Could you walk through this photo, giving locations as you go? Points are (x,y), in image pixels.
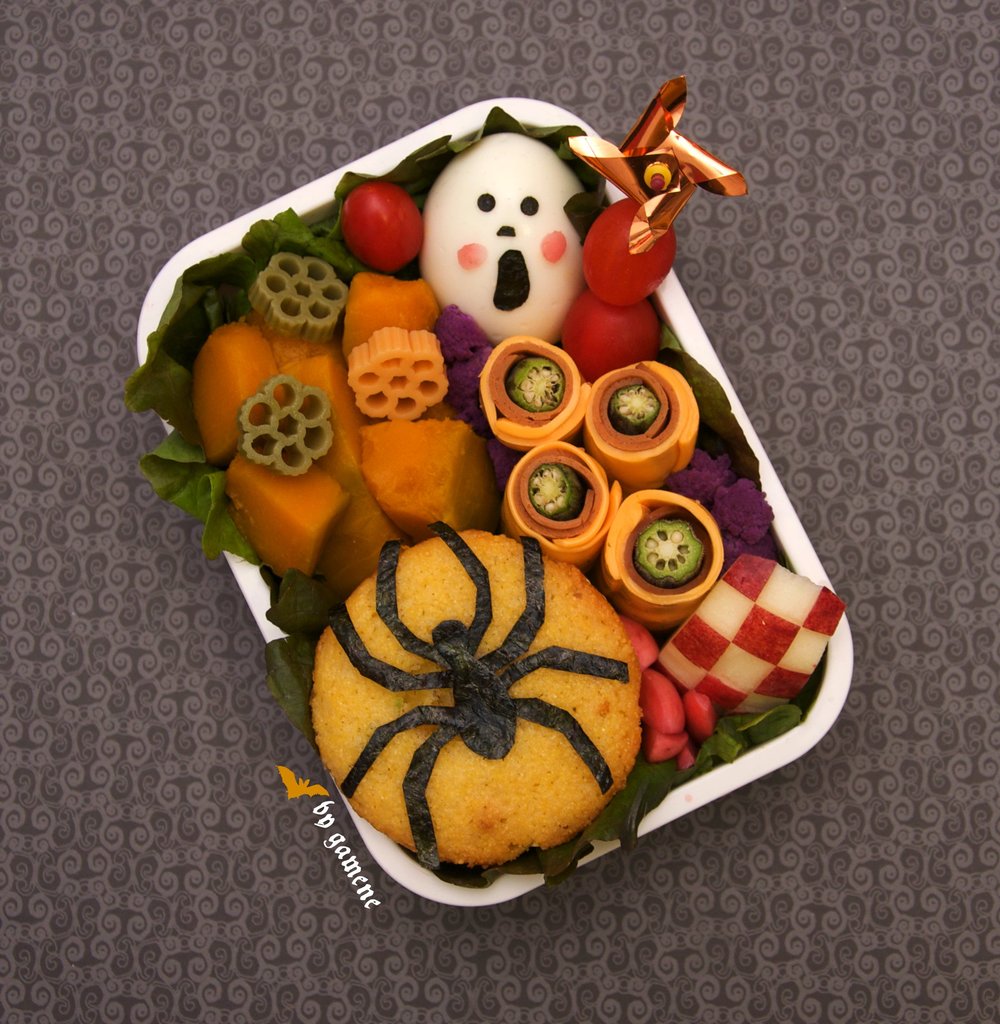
This is a zoomed in picture. In the center (583,405) there is a box (836,673) containing some food (553,466) and a black color nori spider (475,693) and the box (768,468) is placed on the surface (218,170) of an object (928,593) and we can see the text (348,864) on the image.
